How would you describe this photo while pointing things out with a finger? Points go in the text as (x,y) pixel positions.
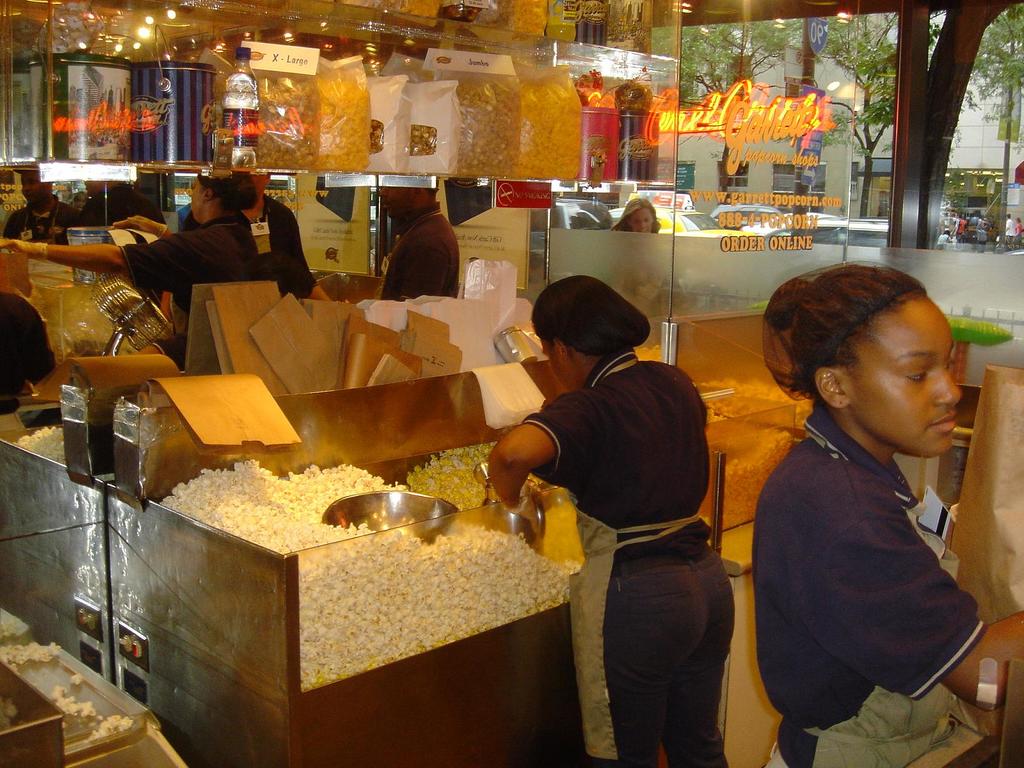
This picture might be taken in a store (477,590), in this picture there are some people (509,444) and there are some boxes (135,539). In the boxes (459,401) there are some popcorn (250,529) and some bowls (417,493) and also in the center (389,344) there are some covers (294,346) and some other objects (117,300). On the right side (774,184) there is a glass door (776,214), at the top (129,99) there are some containers (93,108) and packets (553,137). In the containers (613,115) and packets (577,131) there are some food items (424,125), in the background (765,52) there are some trees (856,43), buildings (969,150) and some persons (983,219).
